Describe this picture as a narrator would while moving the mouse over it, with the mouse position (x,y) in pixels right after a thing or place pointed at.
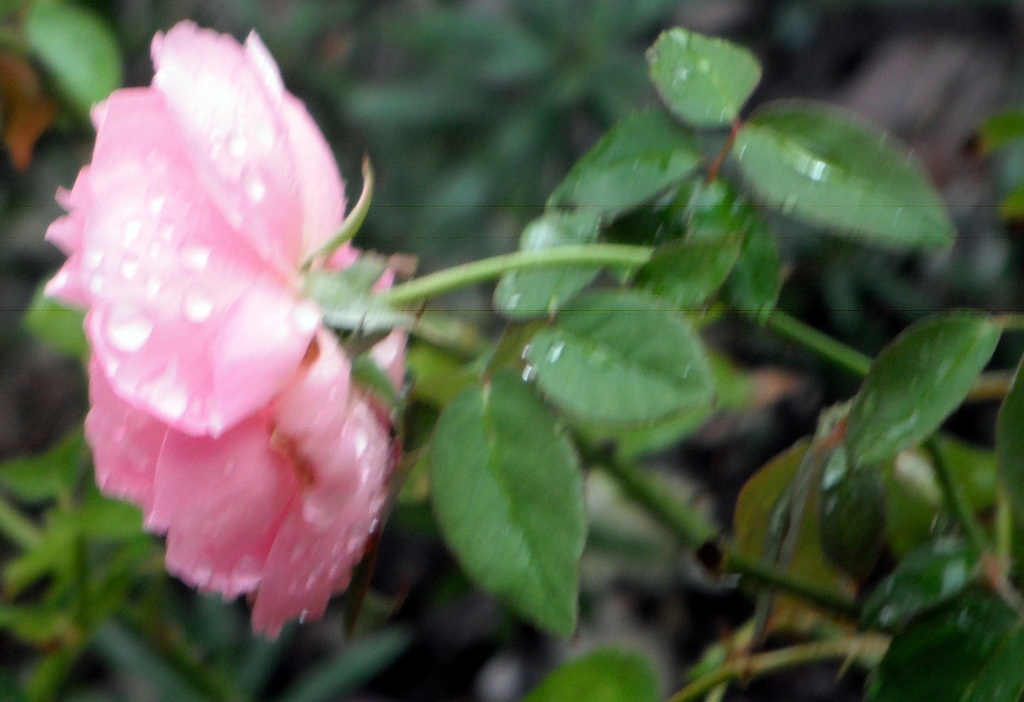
In the picture I can see the flowering plant (509,577) and I can see the green leaves (589,271).
